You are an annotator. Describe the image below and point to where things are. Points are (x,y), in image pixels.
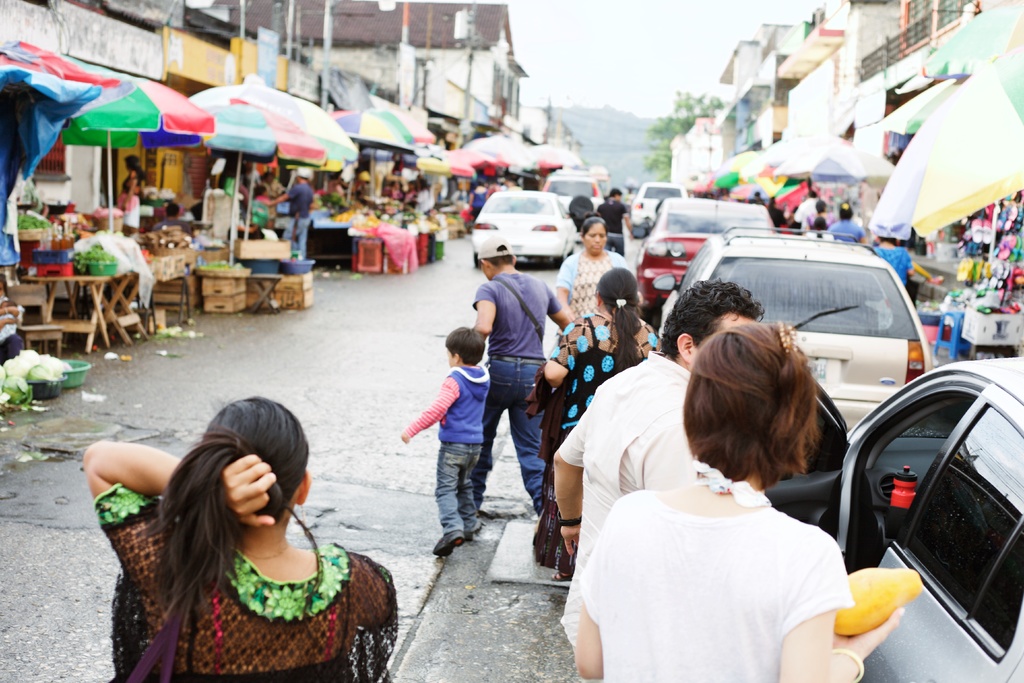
In this image we can see group of vehicles (966,496) parked on the road (508,497). A group of people (623,396) is standing on the ground (504,472). One person (523,318) is holding a kid (484,409) with his hands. On the left side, we can see some buildings (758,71). some items (989,305) placed on the table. in the background (122,123), we can see a group of umbrellas (428,171), tables (111,317), chairs (57,336) and some trees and sky (635,68).
